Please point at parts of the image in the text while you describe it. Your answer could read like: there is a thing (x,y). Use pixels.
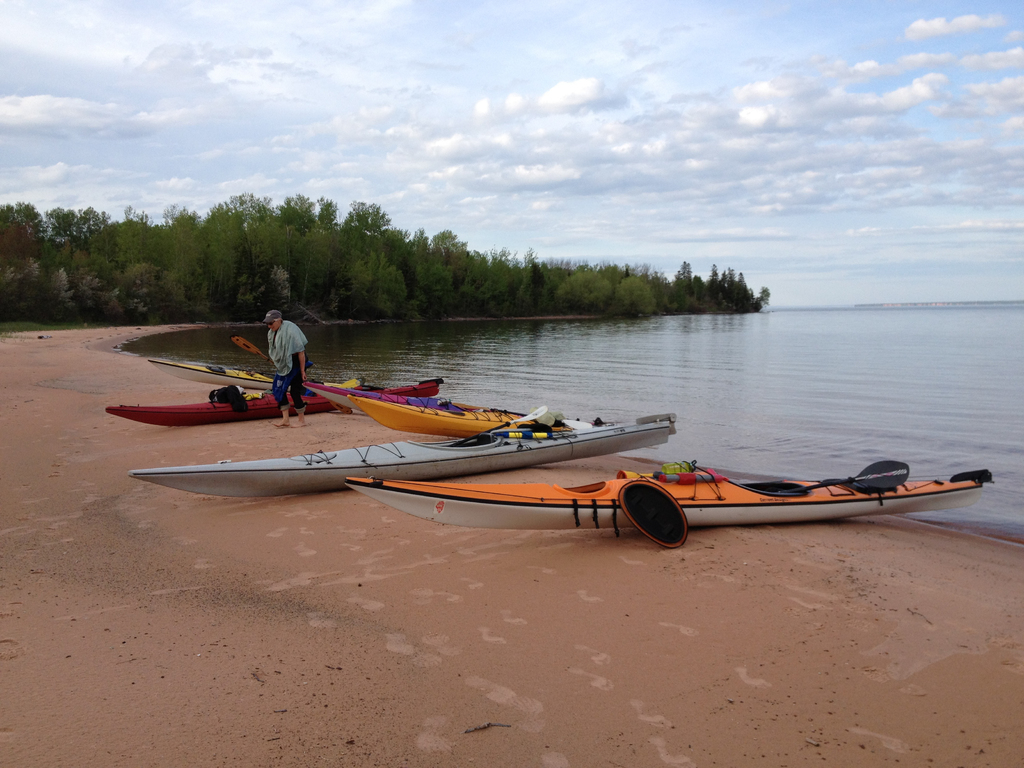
In this image we can see a few boats (410,444), trees (439,299), water (510,372) and a person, in the background (440,6), we can see the sky (882,122) with clouds (80,28).
